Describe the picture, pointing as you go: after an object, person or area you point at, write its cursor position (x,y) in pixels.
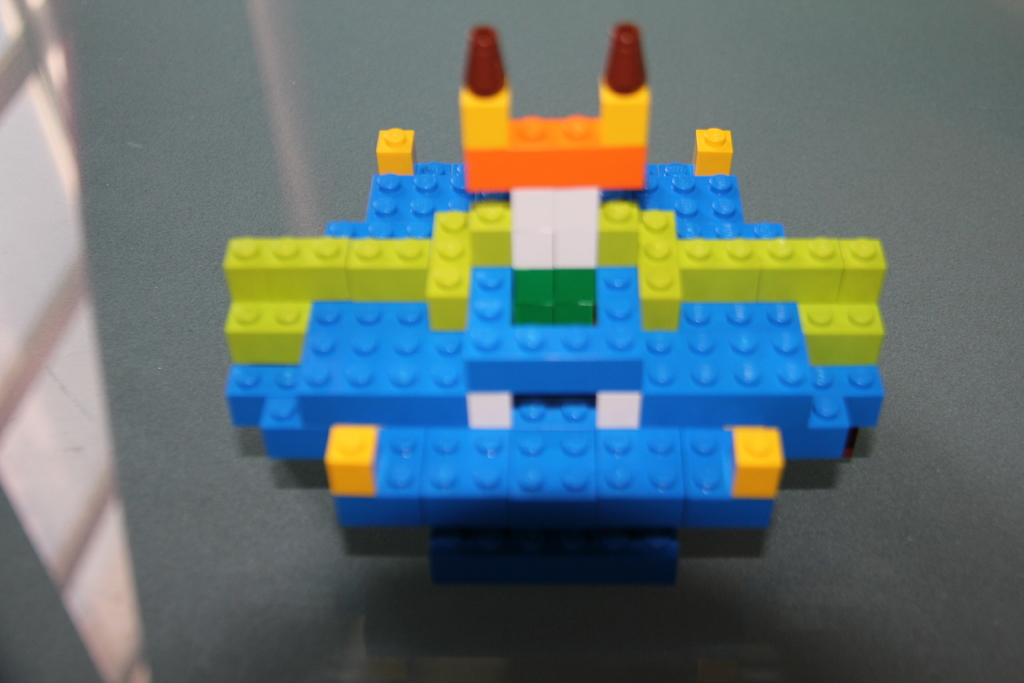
On the table (887,46) we can see toy blocks (456,220). These blocks (456,269) are in different colors. In the reflection (24,418) we can see a window (43,512).
